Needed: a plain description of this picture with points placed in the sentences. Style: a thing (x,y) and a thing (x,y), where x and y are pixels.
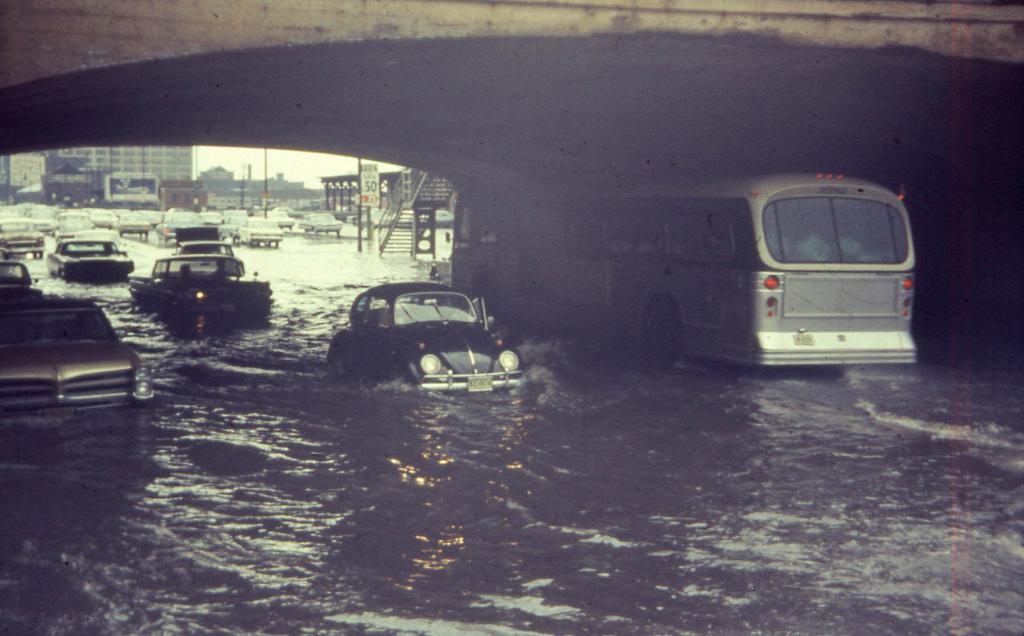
At the bottom of the image (442,511) there is water (319,376) and we can see vehicles (848,354). At the top (147,129) there is a bridge (232,139). In the background (165,172) there are buildings (253,188), poles (358,206) and a board (369,197).
